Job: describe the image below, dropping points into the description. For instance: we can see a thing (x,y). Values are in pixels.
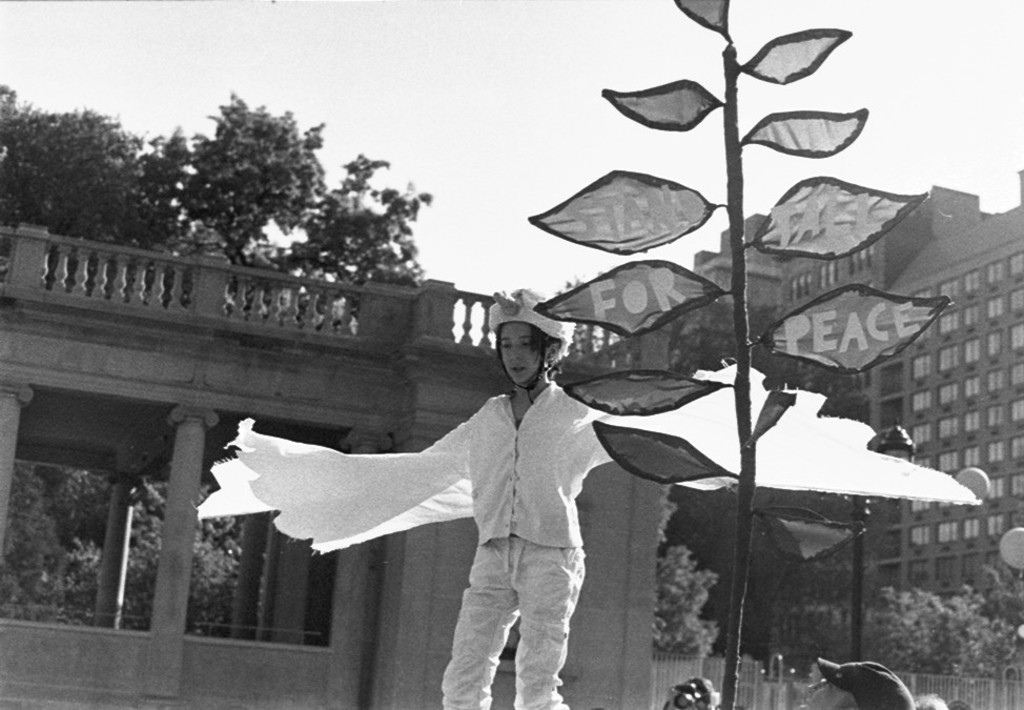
In the center of the image (516,395) we can see a person (524,563) standing. In the background (169,316) there are buildings (624,657) and trees (331,255). At the bottom (742,663) there are people (823,678) and we can see railings (990,688). On the right (727,709) there is a sculpture (738,355). At the top (572,106) there is sky (483,106).
